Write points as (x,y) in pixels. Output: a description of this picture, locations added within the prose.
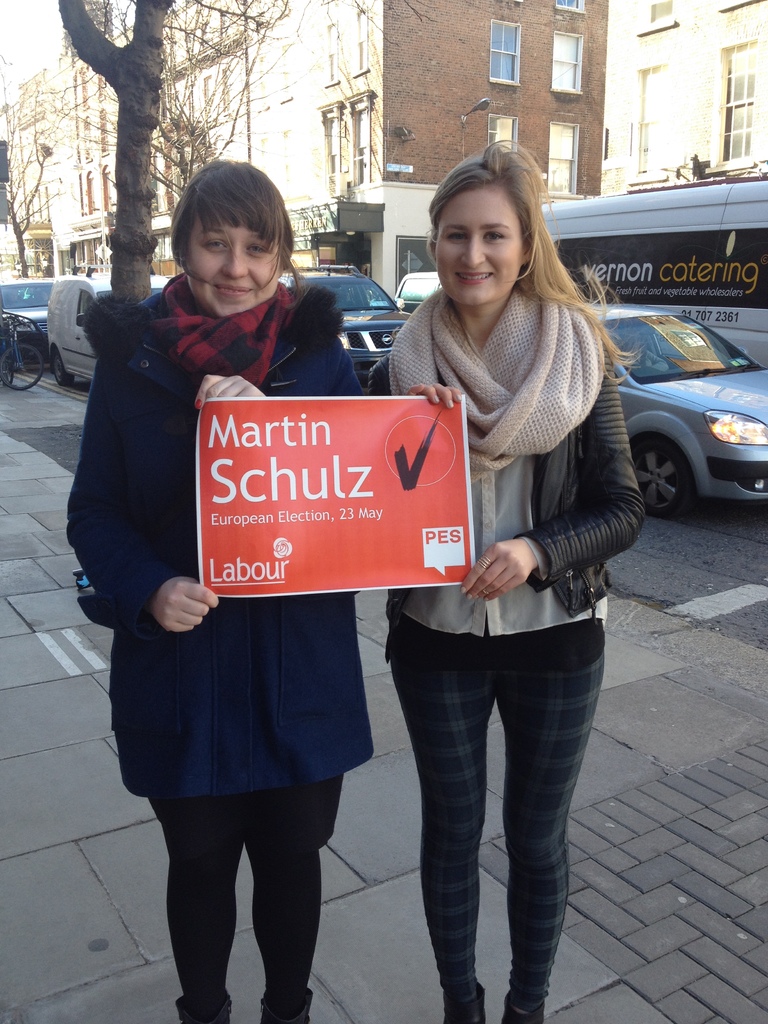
In the center of the image (303,679) we can see two persons (303,711) are standing and they are smiling. And we can see they are holding one poster (359,501). On the poster (333,511), we can see some text (363,482). In the background (465,122), we can see buildings (466,91), windows (560,128), trees (15,128) with branches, vehicles (634,312) on the road (712,523) and a few other objects (7,178).
